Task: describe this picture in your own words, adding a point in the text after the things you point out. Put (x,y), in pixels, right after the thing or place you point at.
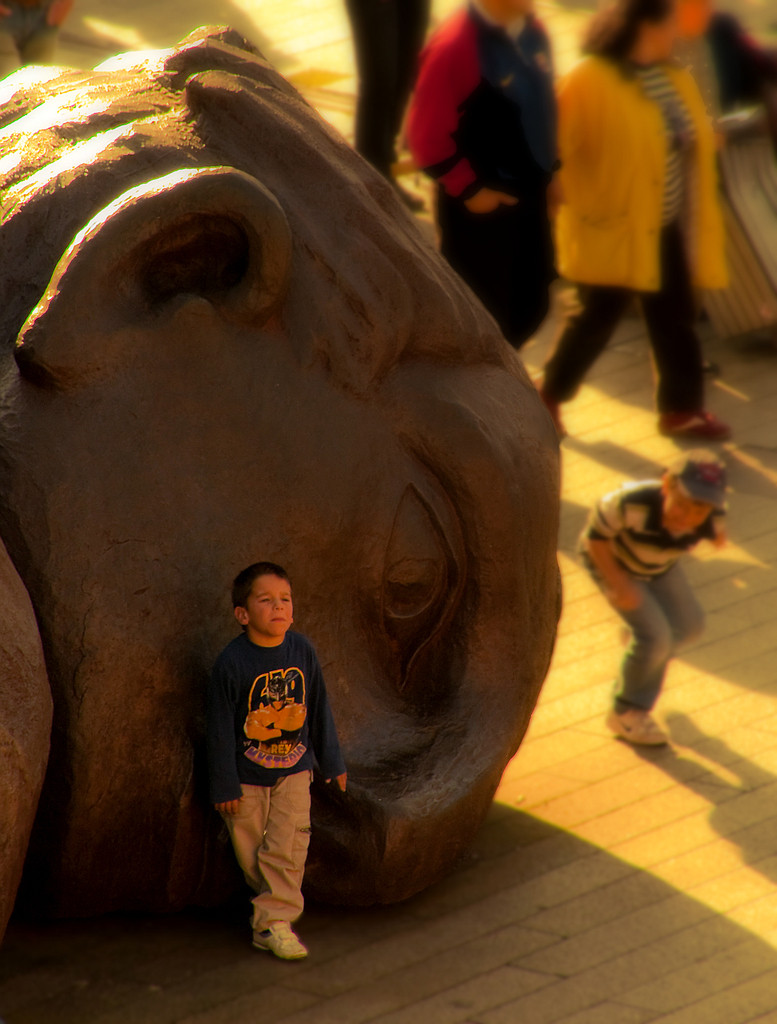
In this image we can see a child (278,898) wearing blue color T-shirt (310,656) and shoes (296,936) is standing on the ground (579,899) near the statue (67,463). This part of the image is blurred, where we can see a few people (609,186) are walking on the floor (669,676).
